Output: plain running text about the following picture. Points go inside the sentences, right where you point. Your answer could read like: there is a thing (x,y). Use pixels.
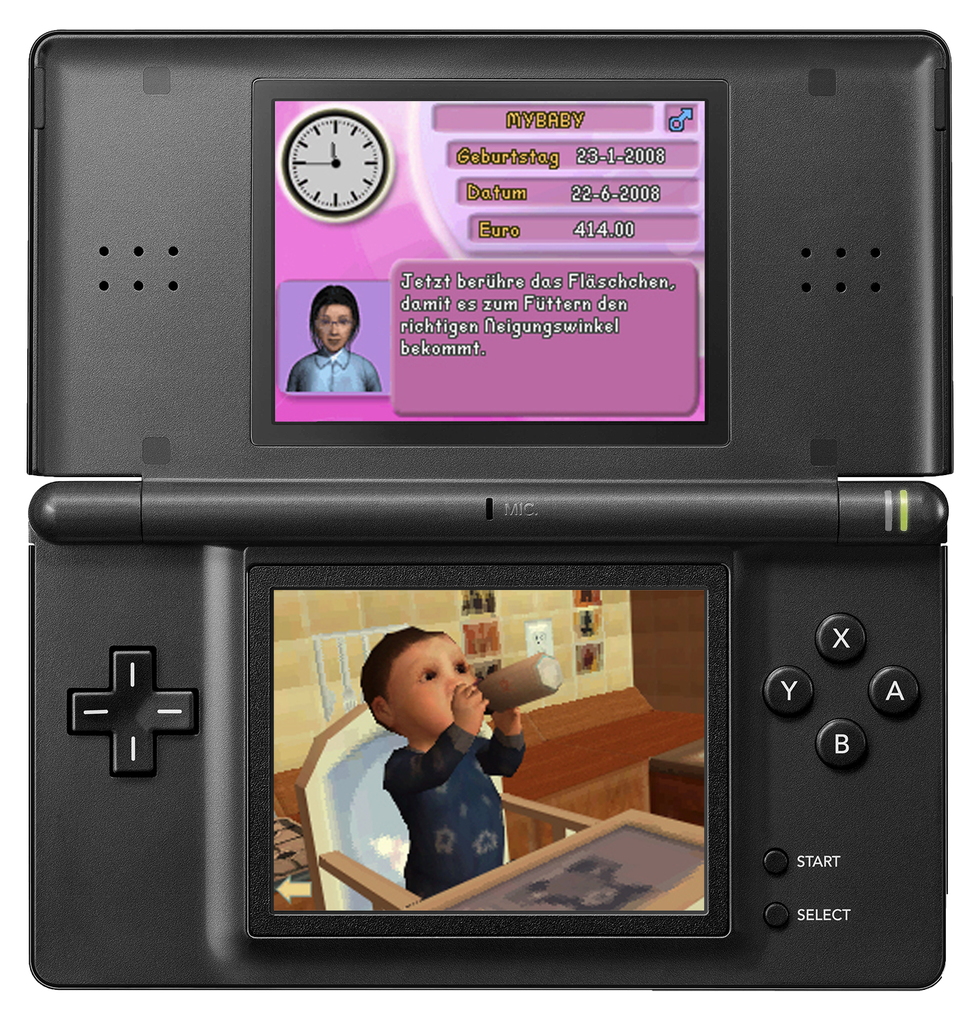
In this image we can see the game console (225,691) with control buttons (798,709), symbols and navigation buttons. And there is a screen (423,250) with text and image (562,634).
